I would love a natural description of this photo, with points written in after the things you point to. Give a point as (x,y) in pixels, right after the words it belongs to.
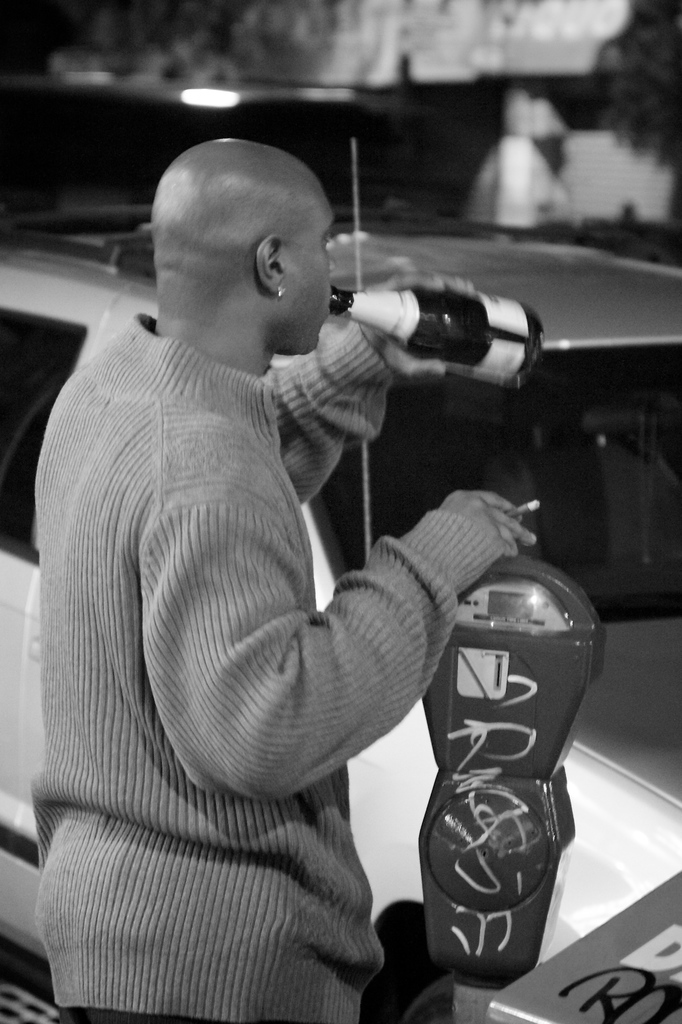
It is a black and white picture where one person (67,628) is standing and drinking and holding a cigarette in other hand (505,527) in front of him there is a vehicle (611,429).
